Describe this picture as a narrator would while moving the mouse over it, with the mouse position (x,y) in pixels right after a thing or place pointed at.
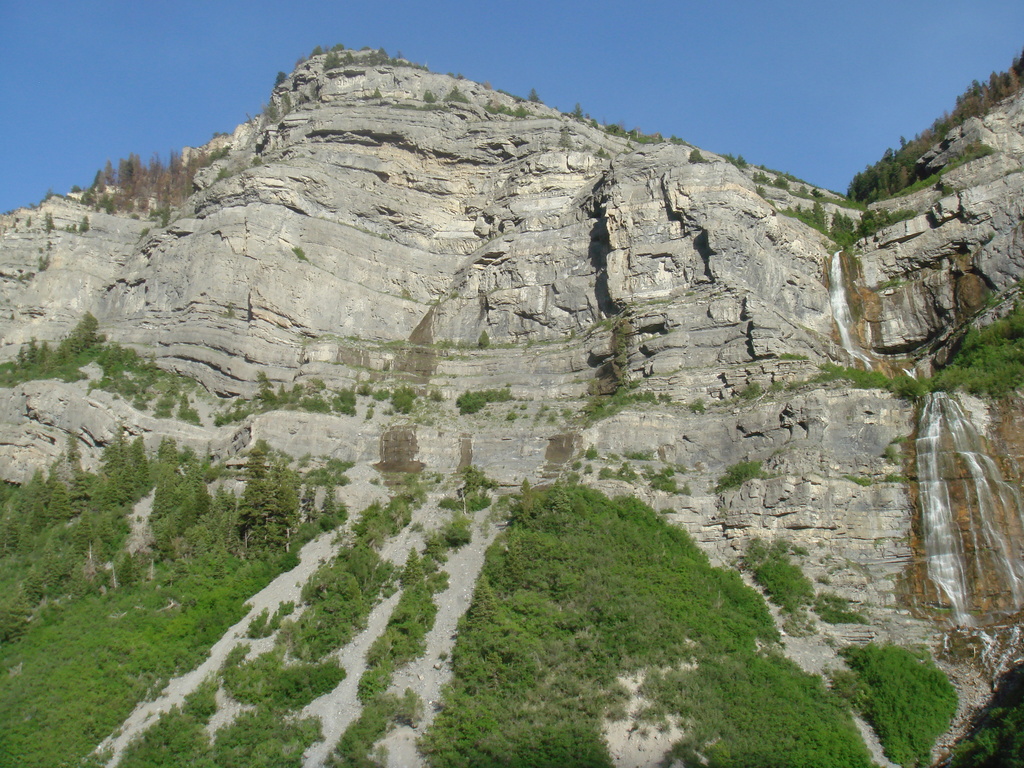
In this image we can see hills (884,342), waterfall (935,580), trees (581,594) and sky (653,80).
